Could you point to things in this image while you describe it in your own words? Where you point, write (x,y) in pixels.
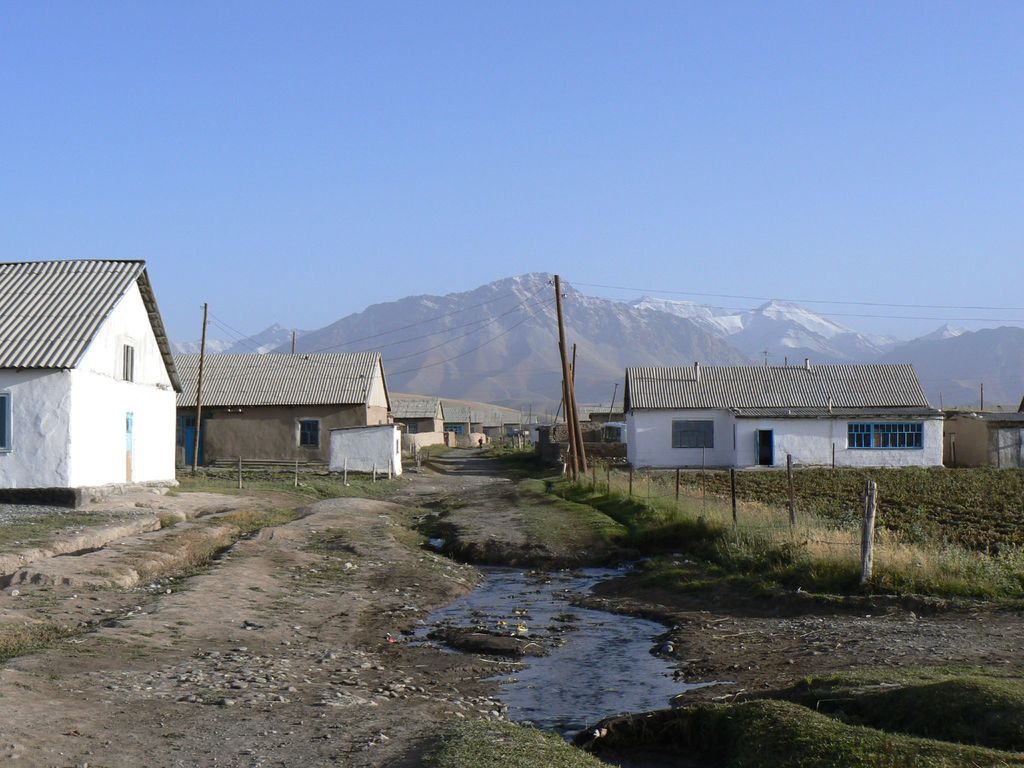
In this image, we can see houses (973,443), walls (99,459), windows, doors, poles (736,503), plants (959,470), grass (191,550), water (587,660) and stones (307,672). Background (588,307) we can see hills (612,319) and sky (545,178).
